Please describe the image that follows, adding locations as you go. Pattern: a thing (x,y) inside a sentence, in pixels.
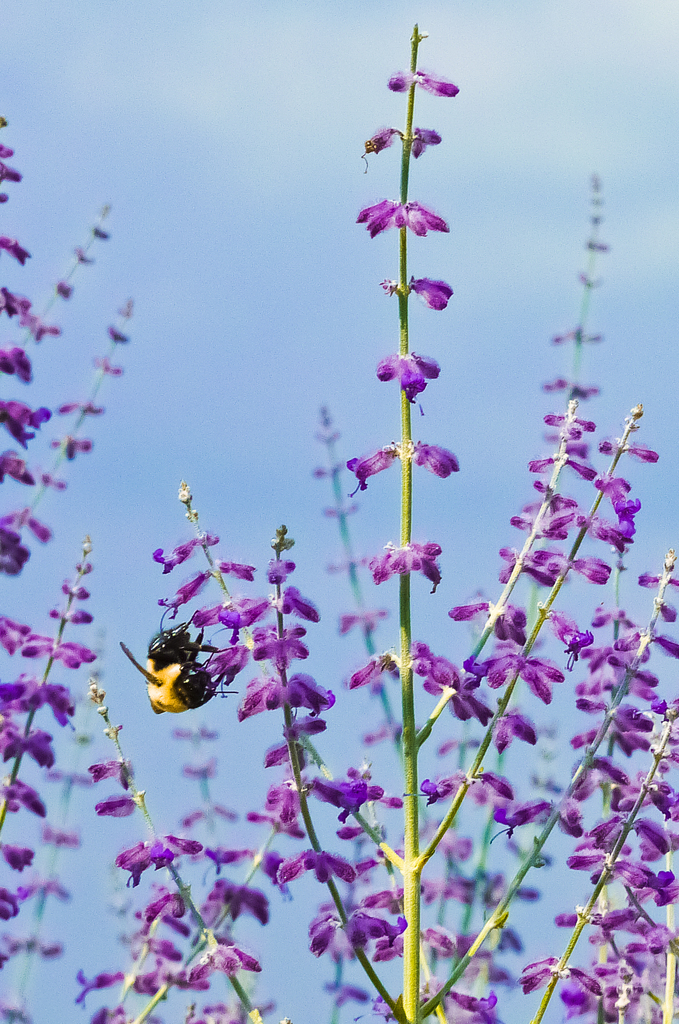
In this picture in the front (171,595) there is a bee (186,681) and there are flowers (391,658).
